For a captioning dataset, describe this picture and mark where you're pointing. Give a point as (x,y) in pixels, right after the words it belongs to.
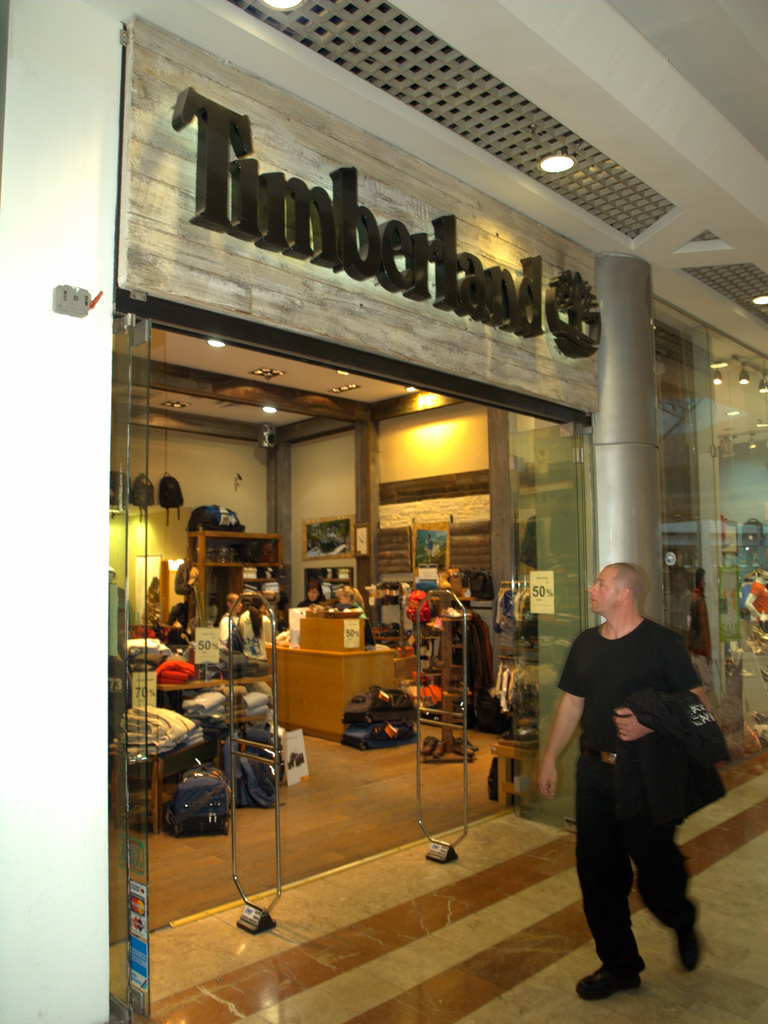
On the right side of the image (640,762) there is a man (620,789) holding a jacket (679,732) and he is walking. Beside him there is a store (543,320) with glass walls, name (521,262) and pillar (628,452). Inside the store (192,691) there are many objects (364,704), tables (301,670), people (265,636) and some other things (243,548). And there is a ceiling (278,395) with lights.
